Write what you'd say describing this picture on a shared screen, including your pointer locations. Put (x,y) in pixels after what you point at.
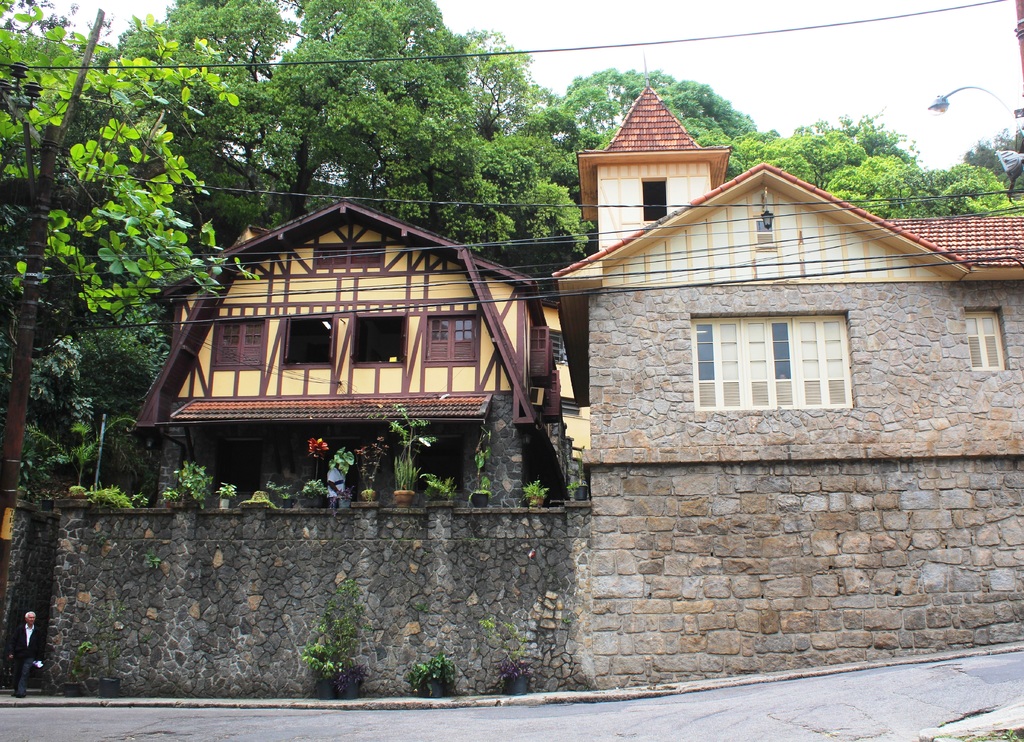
In this picture I can see the building (595,426) and shed (324,406). In the background (104,208) I can see many trees (487,165). On the right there is a street light (1020,162). At the bottom (814,696) there is a road (774,698). At the top (751,20) I can see the sky (725,20). On the bottom left corner (15,665) there is a man (17,659) who is standing near to the wall (50,665).
